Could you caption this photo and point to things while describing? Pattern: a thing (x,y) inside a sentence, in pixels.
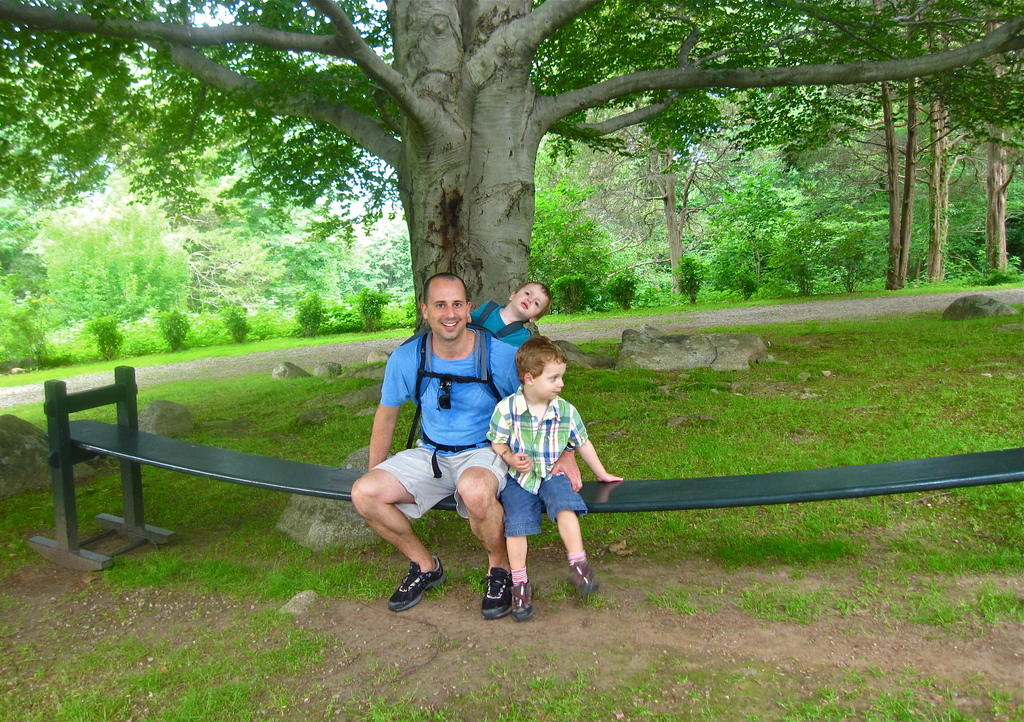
In this image in the center (458,407) there are persons (507,414) sitting on bench (344,487) and there is a tree (417,130). In the background (338,329) there are trees (250,293), plants (256,318) and there are stones (642,346) and there's grass (820,423) on the ground (835,413).
